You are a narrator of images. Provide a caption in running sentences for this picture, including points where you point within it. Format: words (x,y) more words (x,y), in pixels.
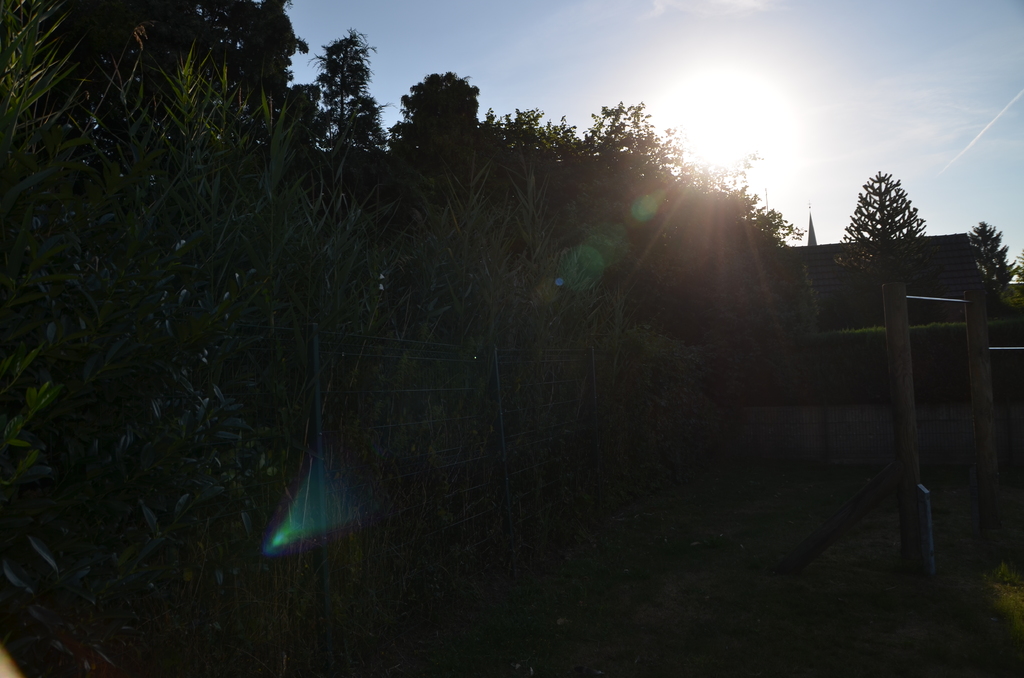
This picture shows few trees (637,304) and we see a house (894,249) and sunlight (699,122) in the sky (712,129) and we see couple of poles (899,287).
